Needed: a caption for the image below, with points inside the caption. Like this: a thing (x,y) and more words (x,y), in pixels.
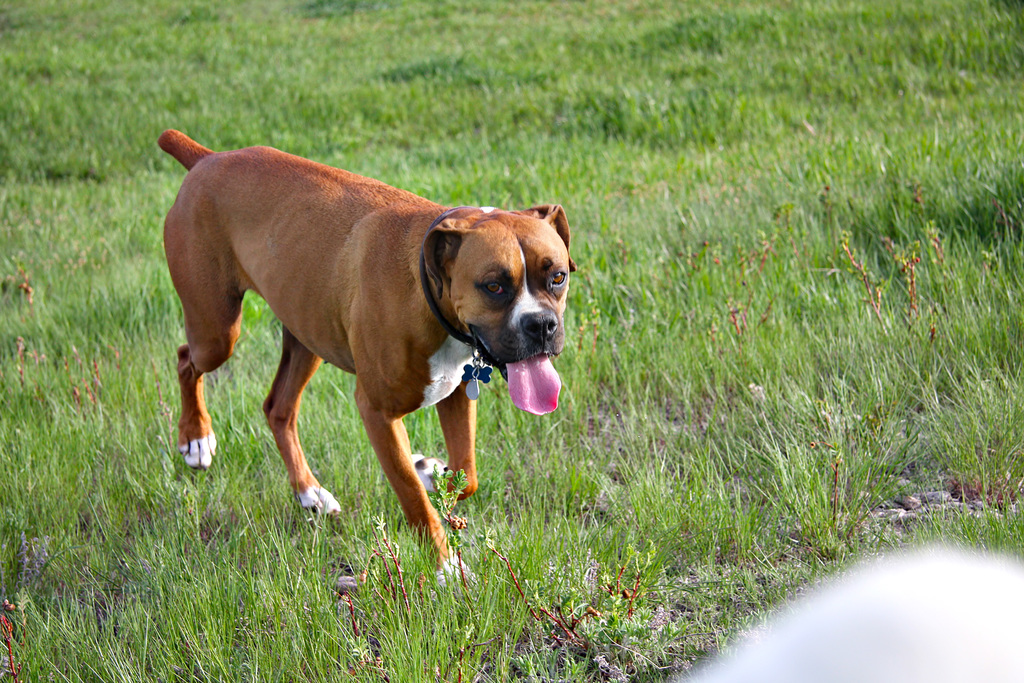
In this image there is a dog (396,360) on the surface (513,412) of the grass (249,531).
